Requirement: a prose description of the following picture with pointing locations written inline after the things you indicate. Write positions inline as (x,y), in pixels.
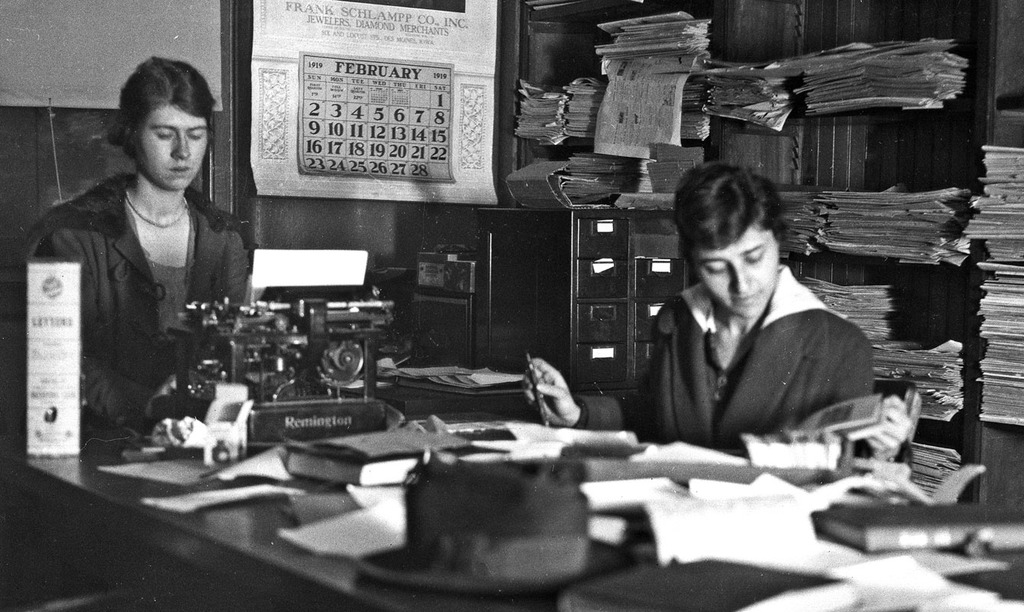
As we can see in the image there is a wall (94,128), poster (318,108), papers (852,72), two people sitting on chairs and table (80,480). On table (78,498) there are books (619,600), papers (333,544) and here there is an electrical equipment (290,382).
